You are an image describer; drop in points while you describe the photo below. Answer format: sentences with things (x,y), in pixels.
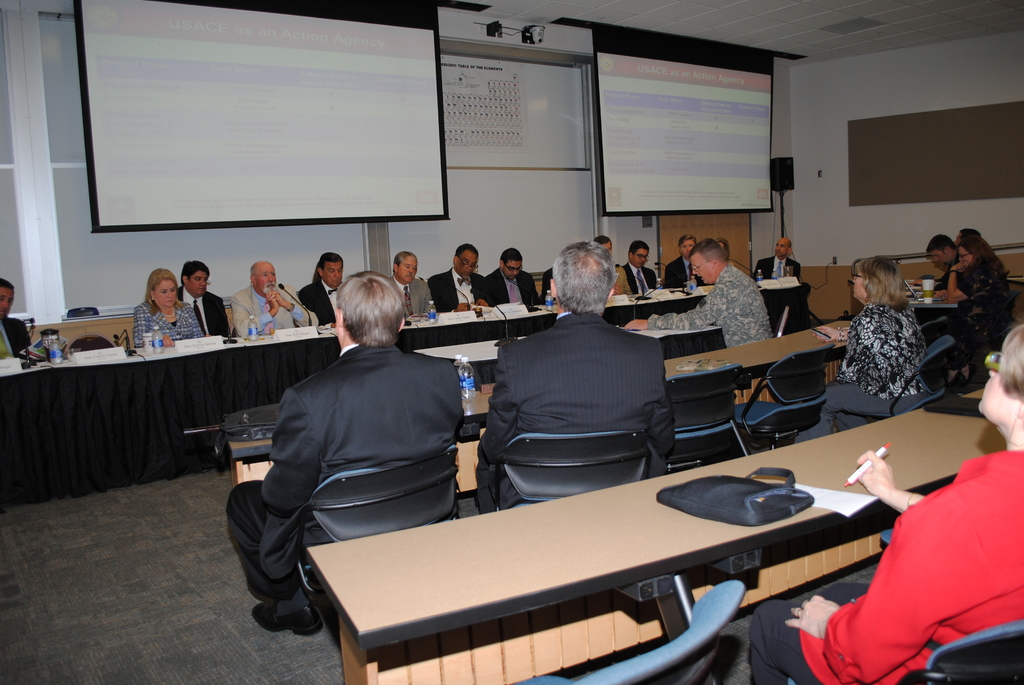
Here we can see a group of people (383,283) are sitting on the chair (781,430), and in front here is the table (440,334) and bottles (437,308) and microphone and some objects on it, and at back (281,125) here is the projector (288,139) and here is the wall (806,201).
